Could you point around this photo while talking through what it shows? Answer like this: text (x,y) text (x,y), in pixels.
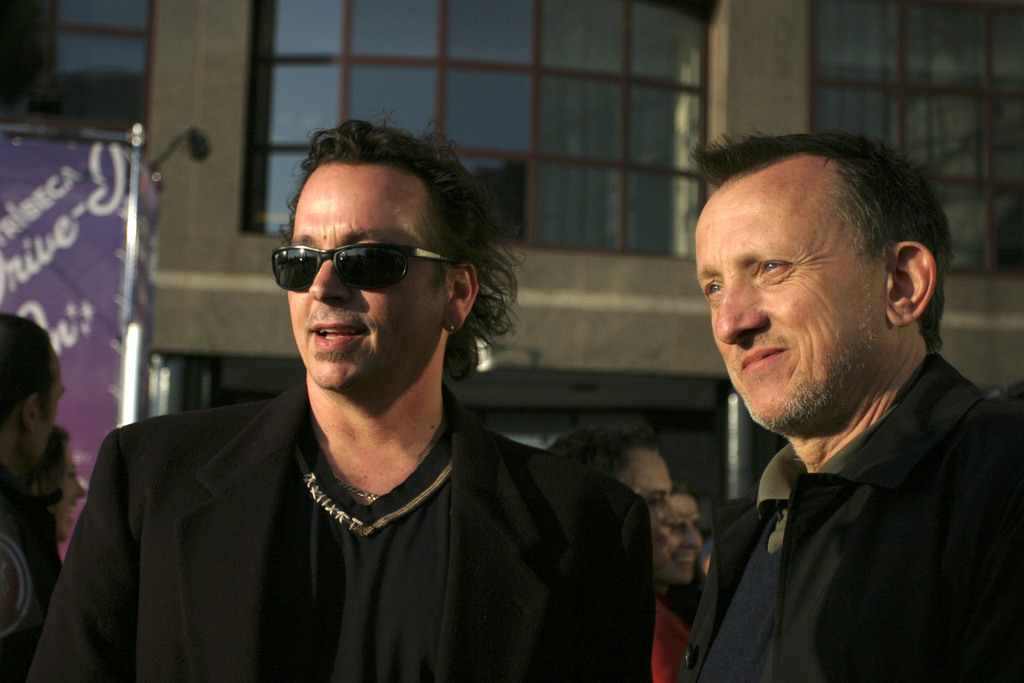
In this image we can see people (778,348) standing and in the background (609,124) there are buildings (410,110) and an advertisement (72,197).
